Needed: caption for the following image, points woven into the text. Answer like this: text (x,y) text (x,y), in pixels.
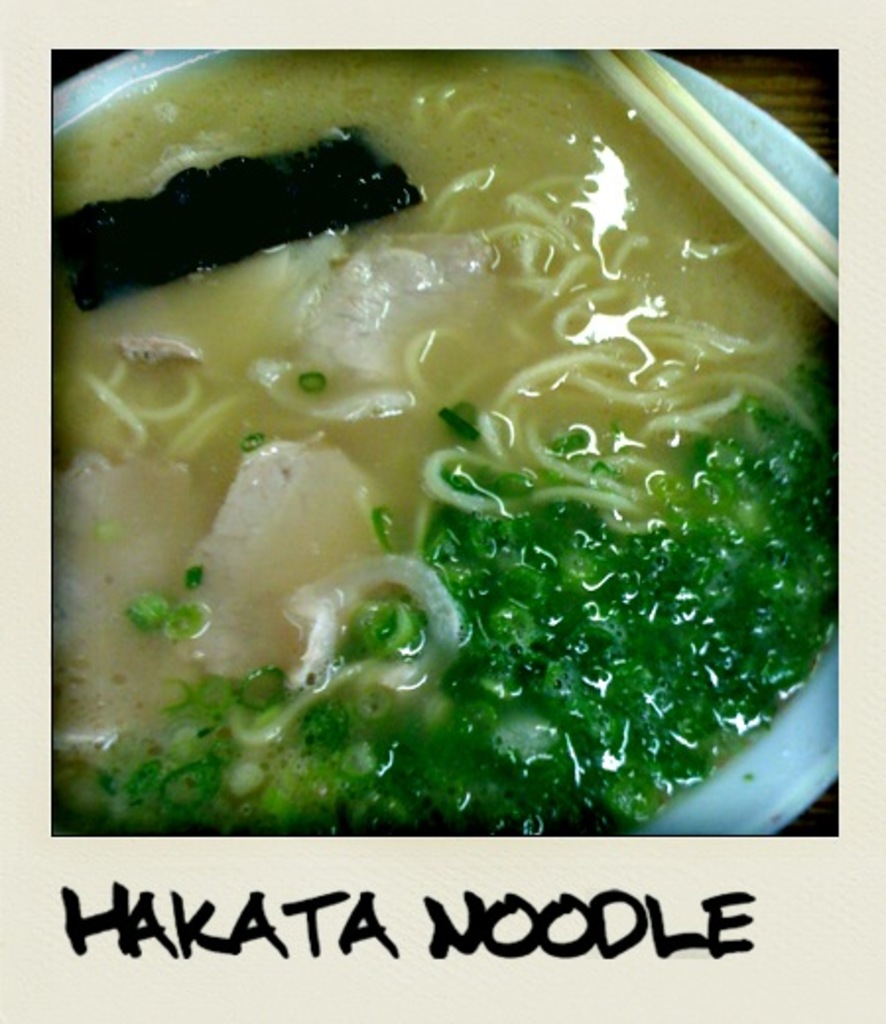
In this image we can see some food (631,607) and chopsticks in a plate (434,758) which is placed on the table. On the bottom of the image (727,915) we can see some text (100,933).
